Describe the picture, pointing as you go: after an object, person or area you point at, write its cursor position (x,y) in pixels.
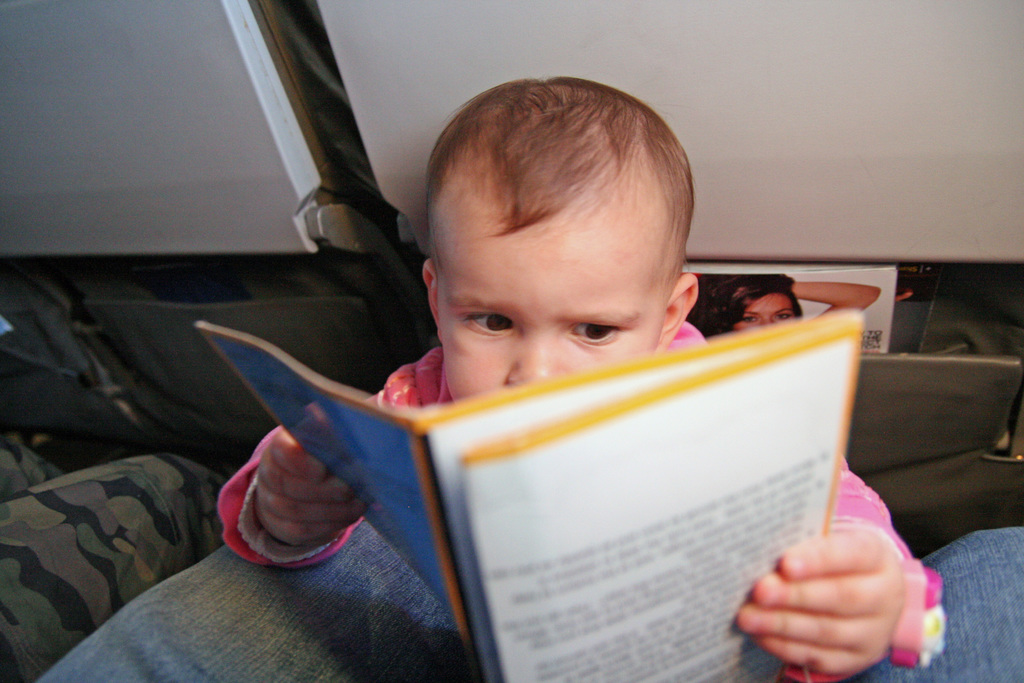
In the middle of this image (559,364) there is a baby (550,345) holding a book (521,482) in the hands (339,526) and looking into the book (506,542). At the bottom (238,621), I can see two persons legs (145,589). At the back of this baby (489,212) there are two seats (286,80) and there is a poster (789,312) on which I can see an image of a woman (776,303).
